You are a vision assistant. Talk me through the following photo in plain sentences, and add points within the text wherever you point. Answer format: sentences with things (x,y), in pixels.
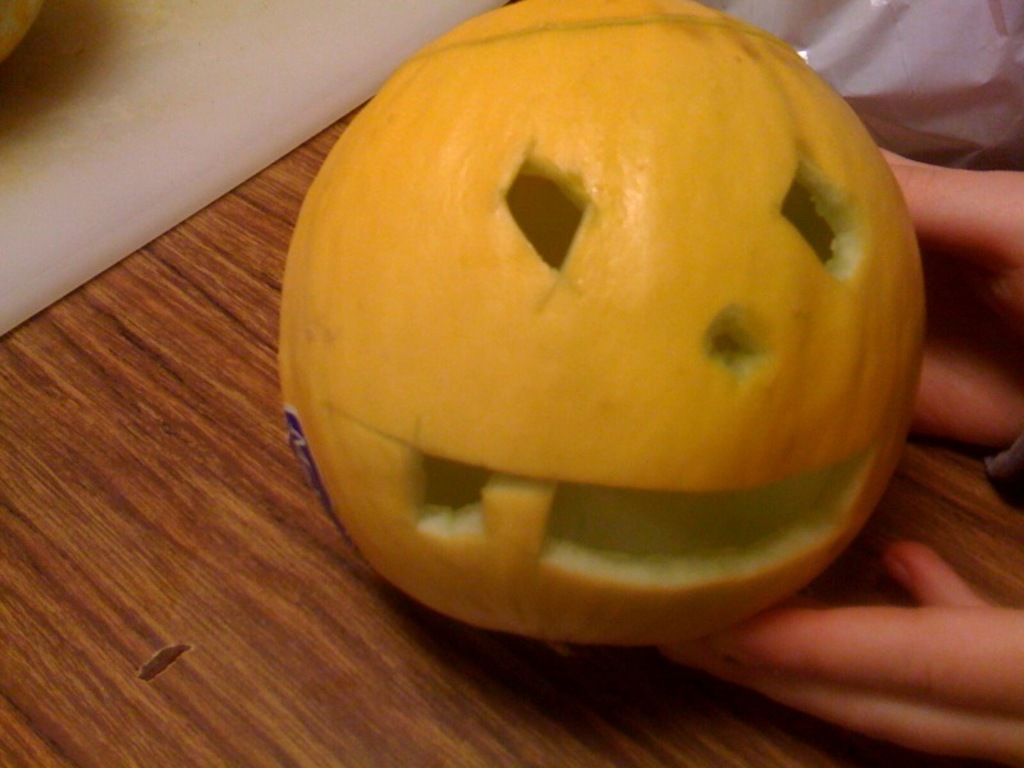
In the image there is a person (930,705) holding pumpkin (545,245) on a table (325,715).
